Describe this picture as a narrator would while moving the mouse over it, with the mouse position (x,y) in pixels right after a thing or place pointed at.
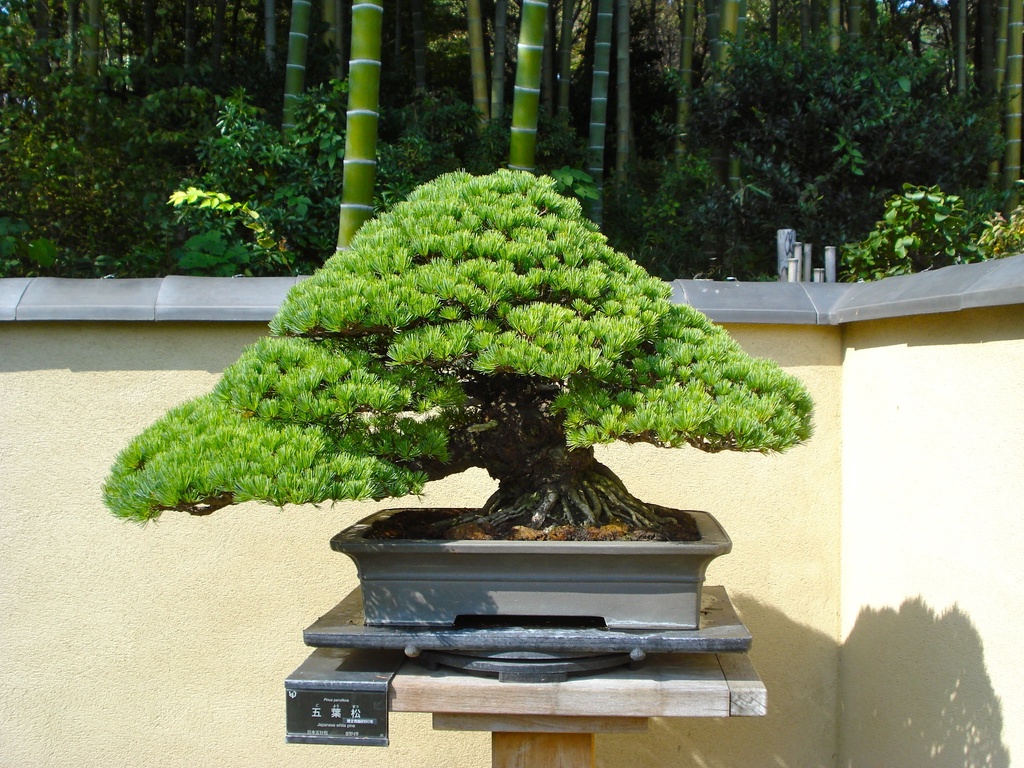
Here I can see a plant pot (592,606) which is placed on a table (577,708). It seems to be a bonsai plant (396,370). Behind there is a wall (901,529). At the top of the image (507,122) there are many trees (346,112).
